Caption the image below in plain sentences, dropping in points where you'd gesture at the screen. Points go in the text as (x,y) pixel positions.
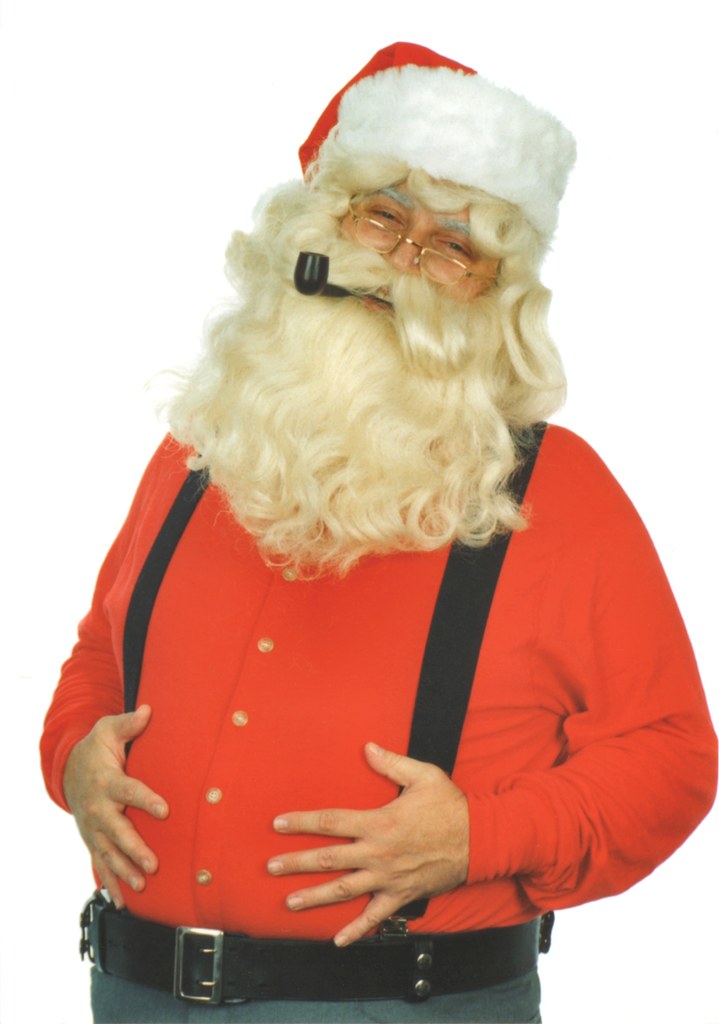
There is a person (305,503) wearing a Santa Claus mask (378,461), cap (419,155), specs (375,232) and having a smoking pipe (300,263) in the mouth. In the background (63,169) it is white.
